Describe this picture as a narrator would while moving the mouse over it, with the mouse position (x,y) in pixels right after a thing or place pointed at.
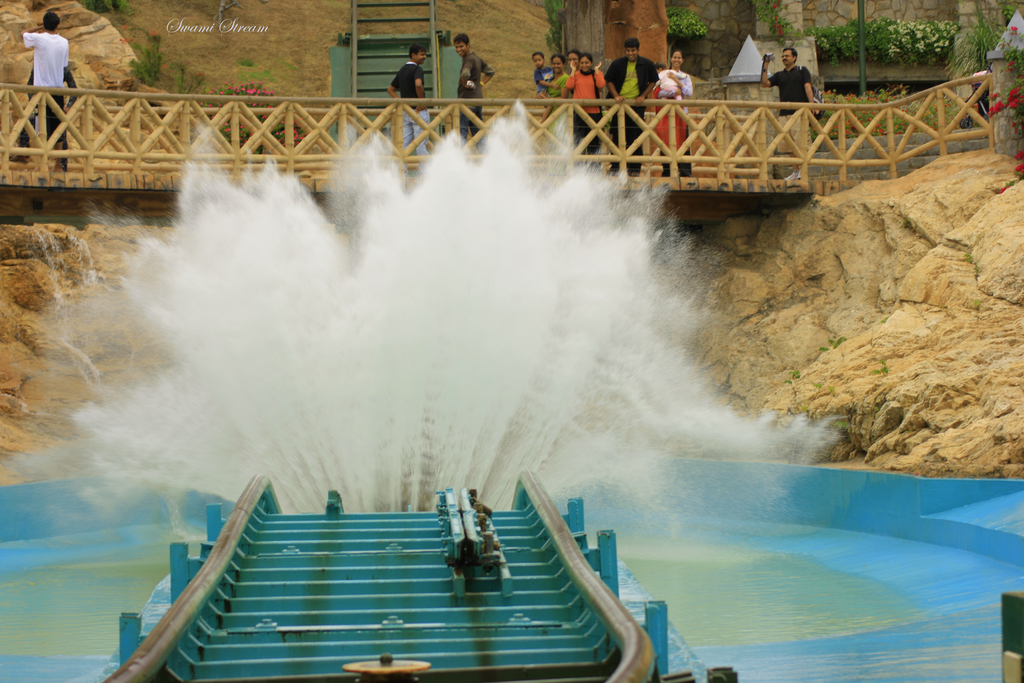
This picture is clicked outside. In the foreground (308,631) we can see the slide (364,546) and the water (524,345) in the air (613,473) and we can see the water body (879,620). In the background (838,105) we can see the building (895,14), railings (344,128), group of people (765,71), camera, plants (929,36), flowers (1015,108), rocks (893,324), stairs (355,18) and some other items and we can see the watermark (234,31) on the image.
